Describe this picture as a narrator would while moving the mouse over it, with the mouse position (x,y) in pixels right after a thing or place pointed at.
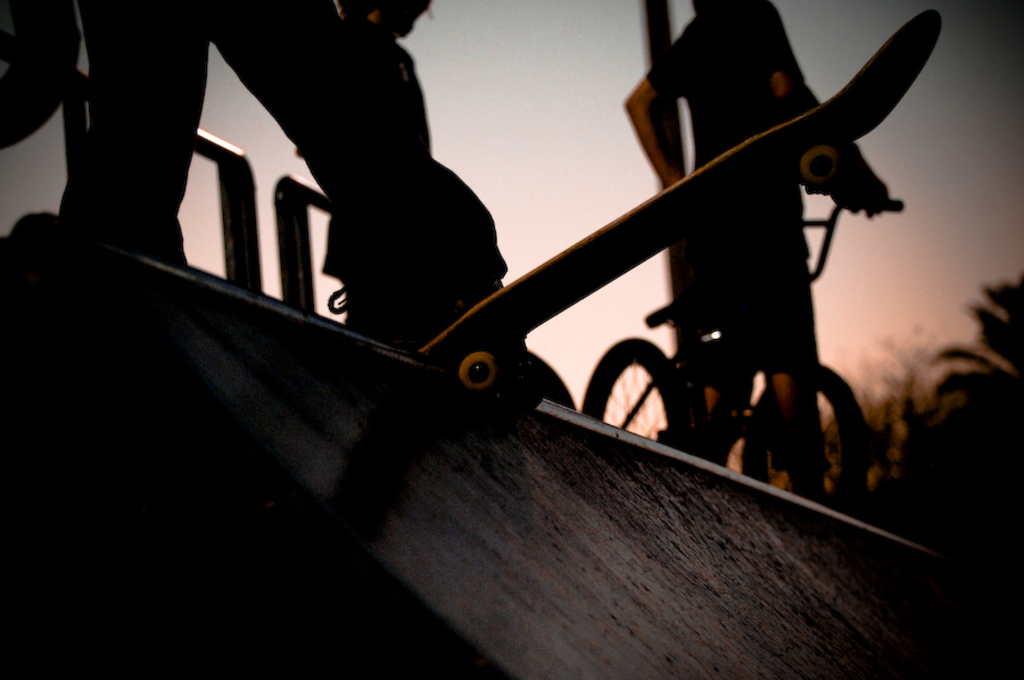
A human (285,85) is standing on a skateboard (764,141). In the right side (746,280) a person (741,283) is standing with a cycle (673,383).
